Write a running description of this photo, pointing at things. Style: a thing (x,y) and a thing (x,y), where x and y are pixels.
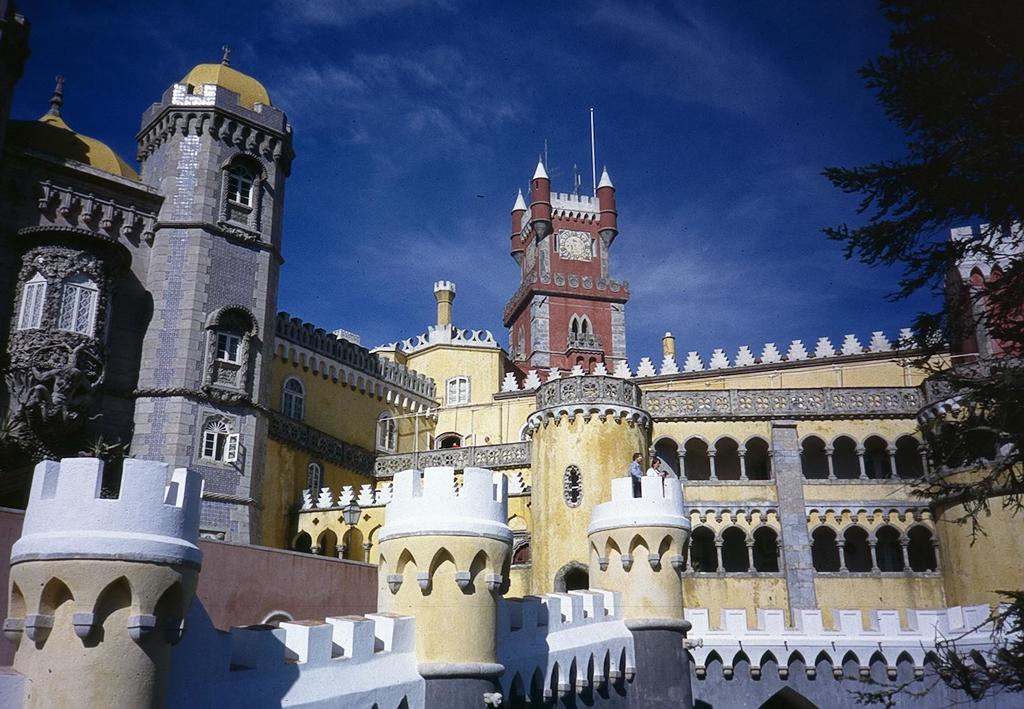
This image consists of buildings (484,502). In the background (576,267), we can see a clock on a building (553,283). On the right (937,454), there are trees (1023,109). At the top (654,96), there are clouds (446,87) in the sky (512,258).
